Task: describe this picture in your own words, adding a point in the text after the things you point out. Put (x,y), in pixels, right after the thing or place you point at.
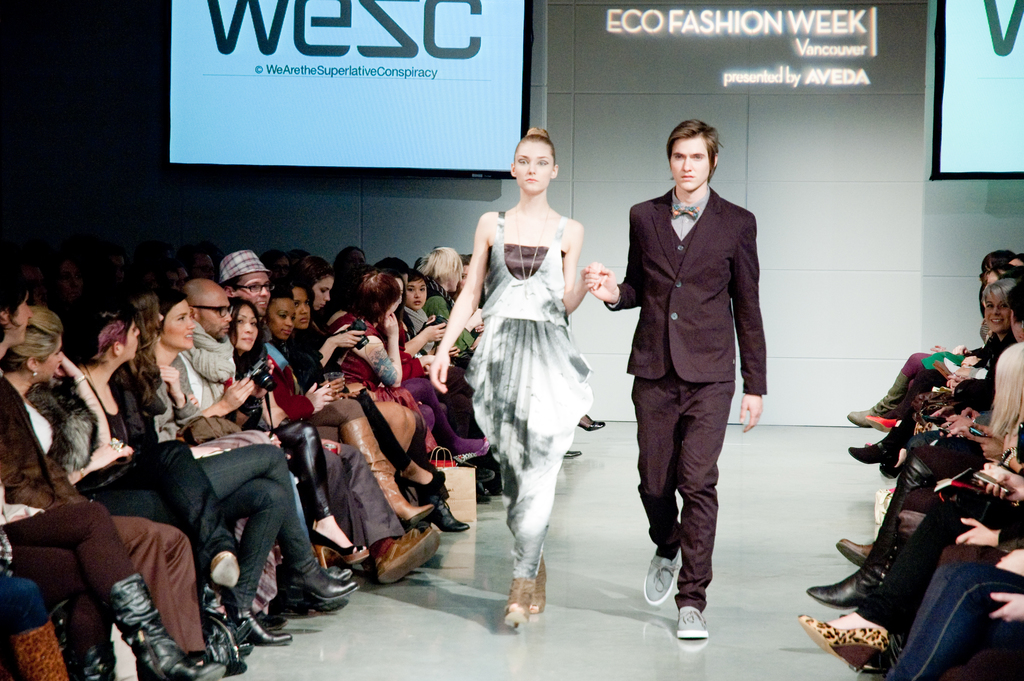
Here in this picture we can see a man (692,266) and a woman (531,317) walking on the ramp (582,477) over there and beside them on either side we can see people (369,414) sitting on chairs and watching them and behind them we can see banners (505,74) present over there.
